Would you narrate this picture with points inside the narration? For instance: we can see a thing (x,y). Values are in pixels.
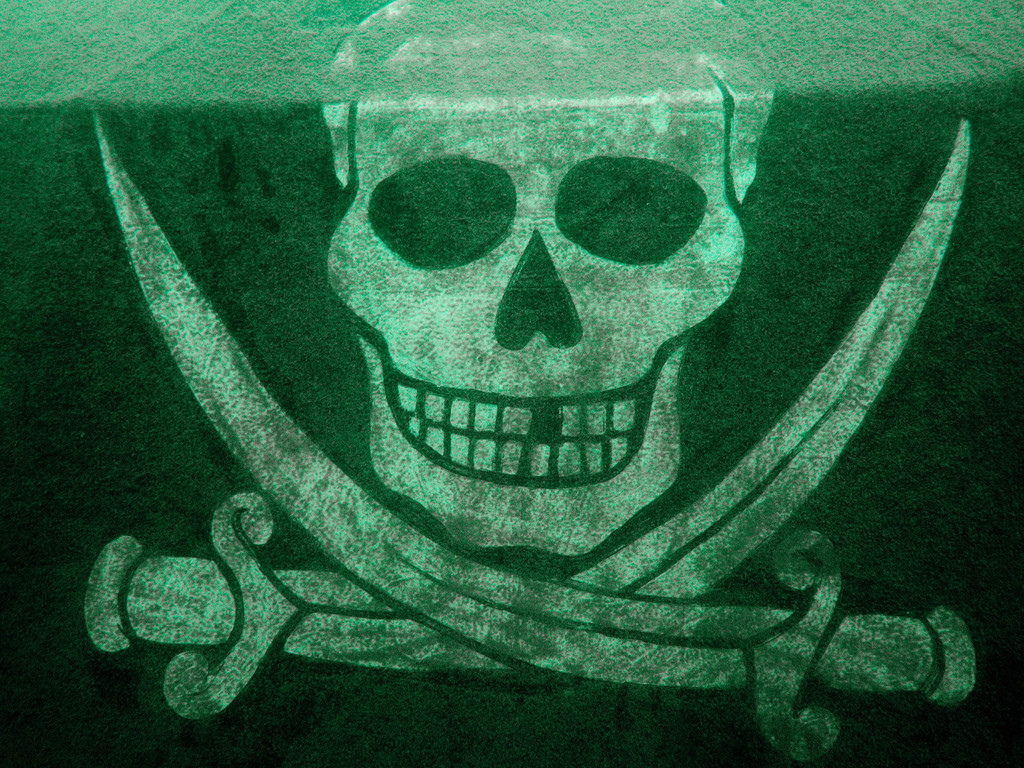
This image is clicked. There is a skull (566,303) painted on the flag (511,331) along with two swords (249,556). At the bottom (188,521), there is green cloth (63,165).
